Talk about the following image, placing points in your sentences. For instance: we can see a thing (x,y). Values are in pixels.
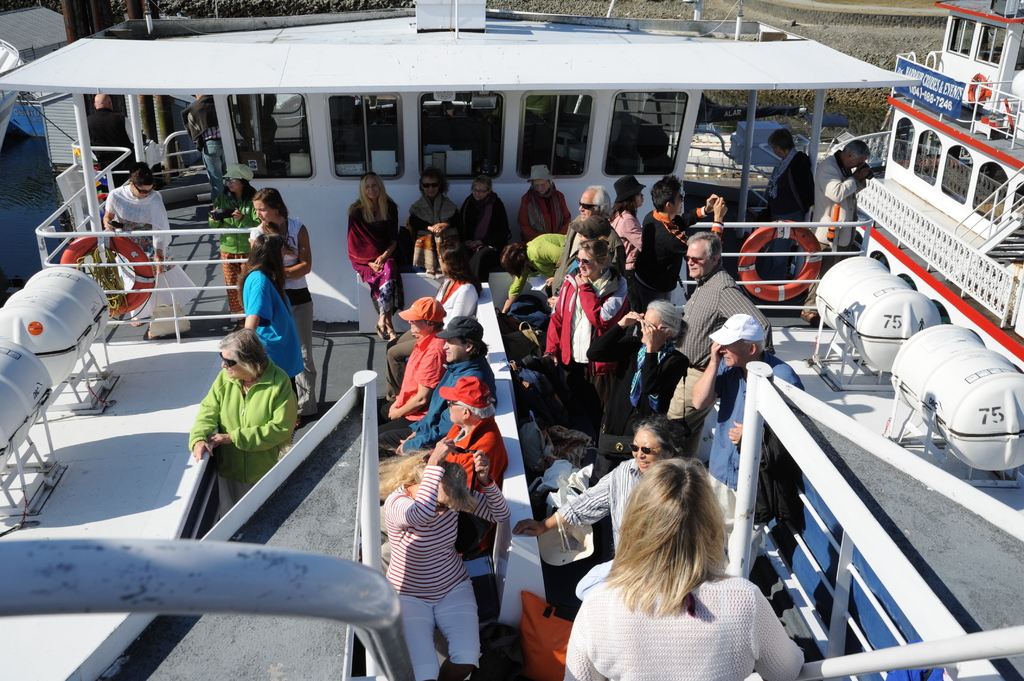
In this picture we can see a ship (374,506), in which we can see some people (706,521) among them few people (440,548) are sitting and few people (674,662) are standing and watching.
